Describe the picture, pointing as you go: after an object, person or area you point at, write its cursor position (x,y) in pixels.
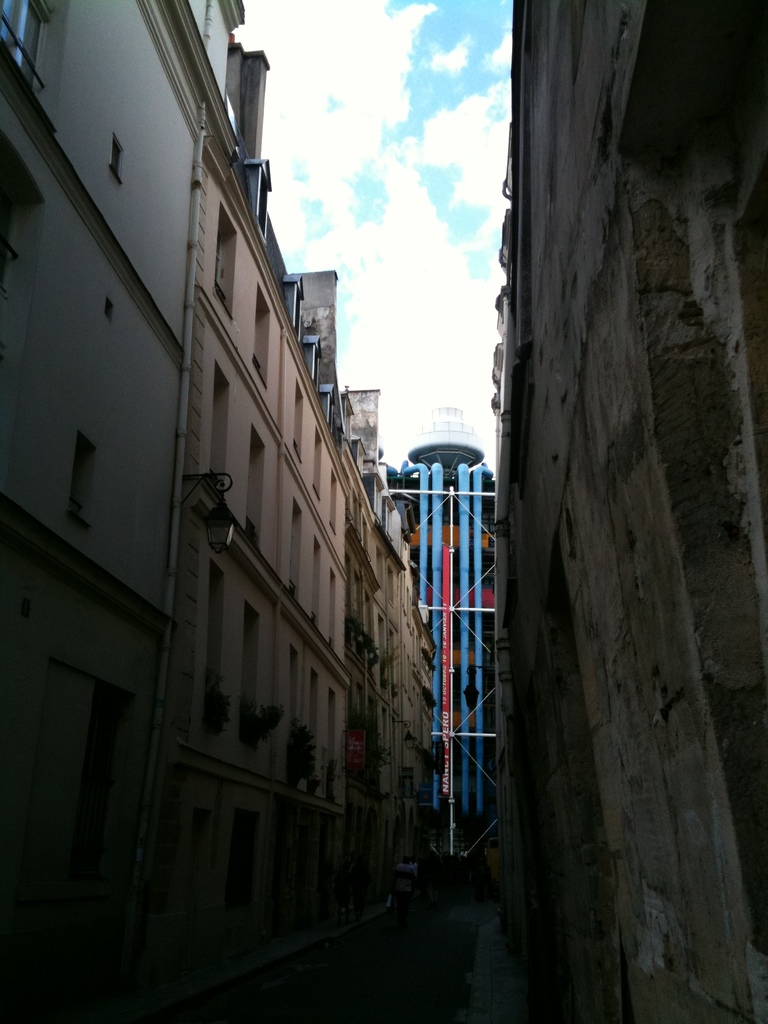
In the background of the image (430,525) there are blue color pipes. To both sides of the image there are buildings (335,605). At the top of the image (381,119) there is sky (425,67) and clouds (394,219).
